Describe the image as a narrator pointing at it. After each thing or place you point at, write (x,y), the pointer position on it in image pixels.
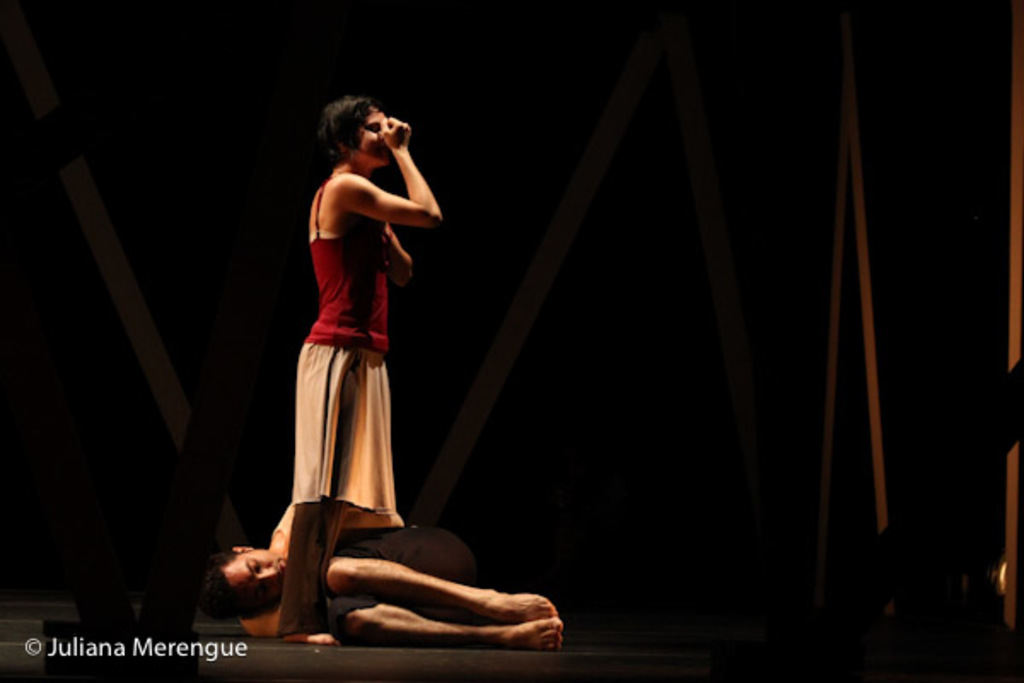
In this image we can see a woman (325,148) standing on the stage (440,652) and a man (256,597) slept on the floor (334,652).
